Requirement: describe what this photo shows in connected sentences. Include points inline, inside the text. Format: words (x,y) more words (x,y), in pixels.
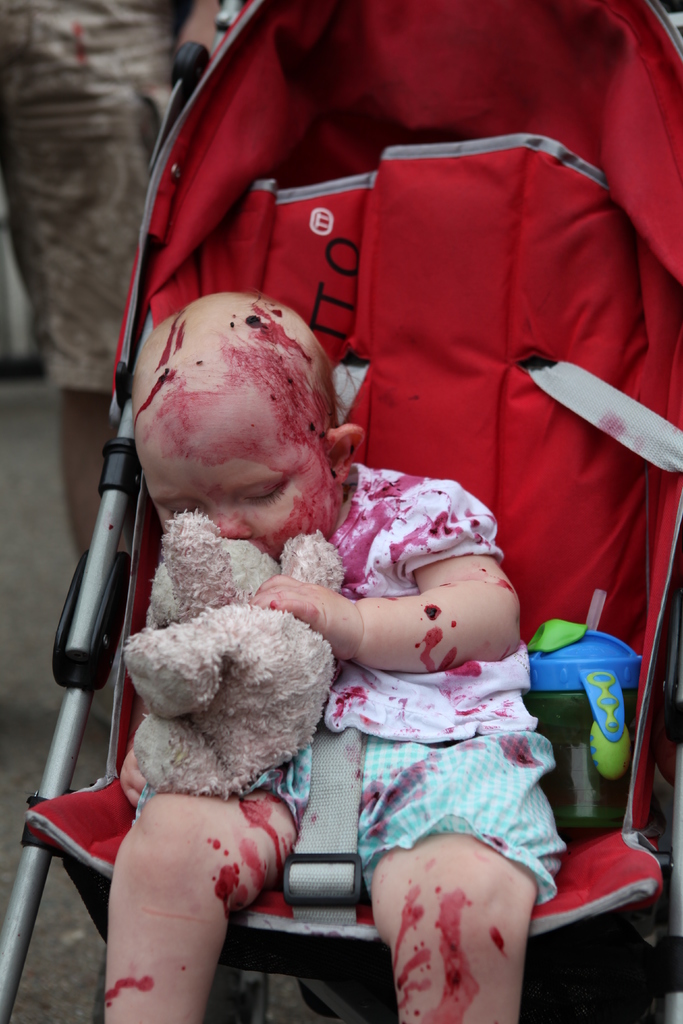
In this image there is a baby (378,761) holding a toy (289,690) and sat on the walker (352,793) and there is a blood (346,560) on the body (328,539) of a baby (365,809), beside him there is a water bottle (588,679).
